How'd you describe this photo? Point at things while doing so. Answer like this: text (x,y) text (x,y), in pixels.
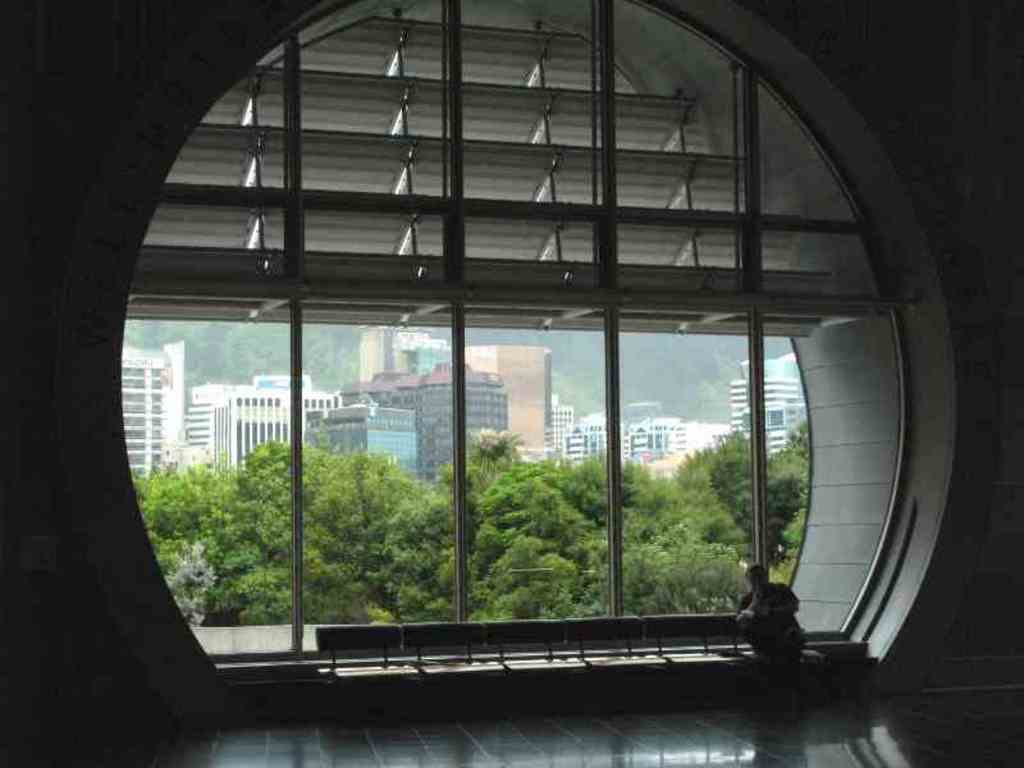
This picture is clicked inside. On the right (761,607) there is a person (761,624) and we can see the window (862,279) and the wall (61,566) and through the window (610,606) we can see the hills (635,354), buildings (635,414) and the trees (378,520).
